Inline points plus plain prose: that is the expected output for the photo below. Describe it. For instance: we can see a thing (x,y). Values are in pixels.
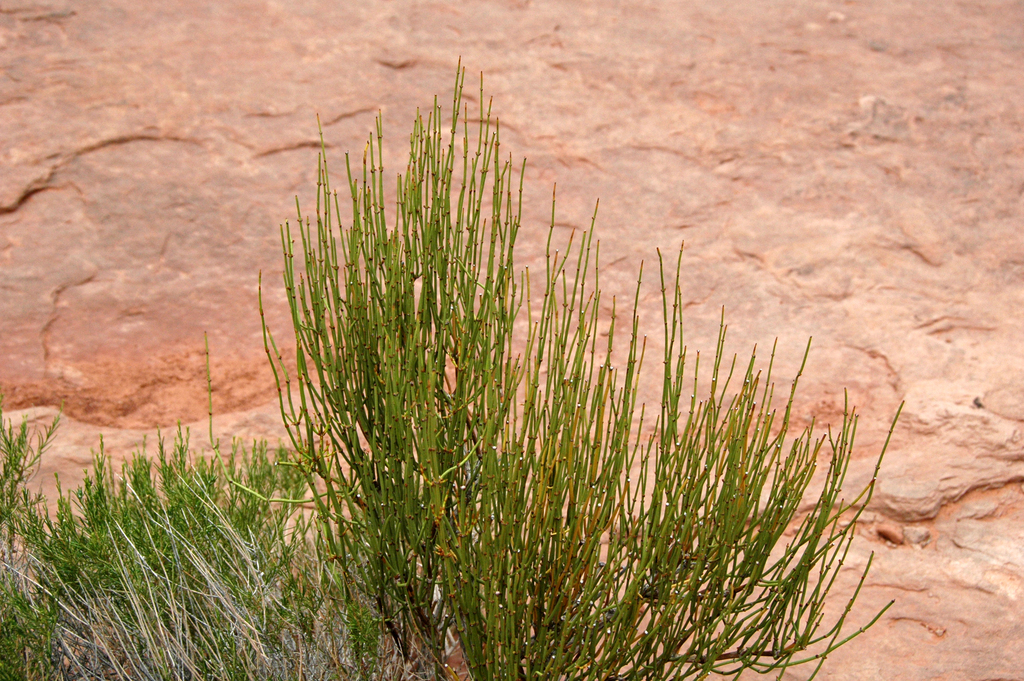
In this image I can see there are a few plants (549,488) and in the backdrop (655,195) there is a huge rock (238,303).
